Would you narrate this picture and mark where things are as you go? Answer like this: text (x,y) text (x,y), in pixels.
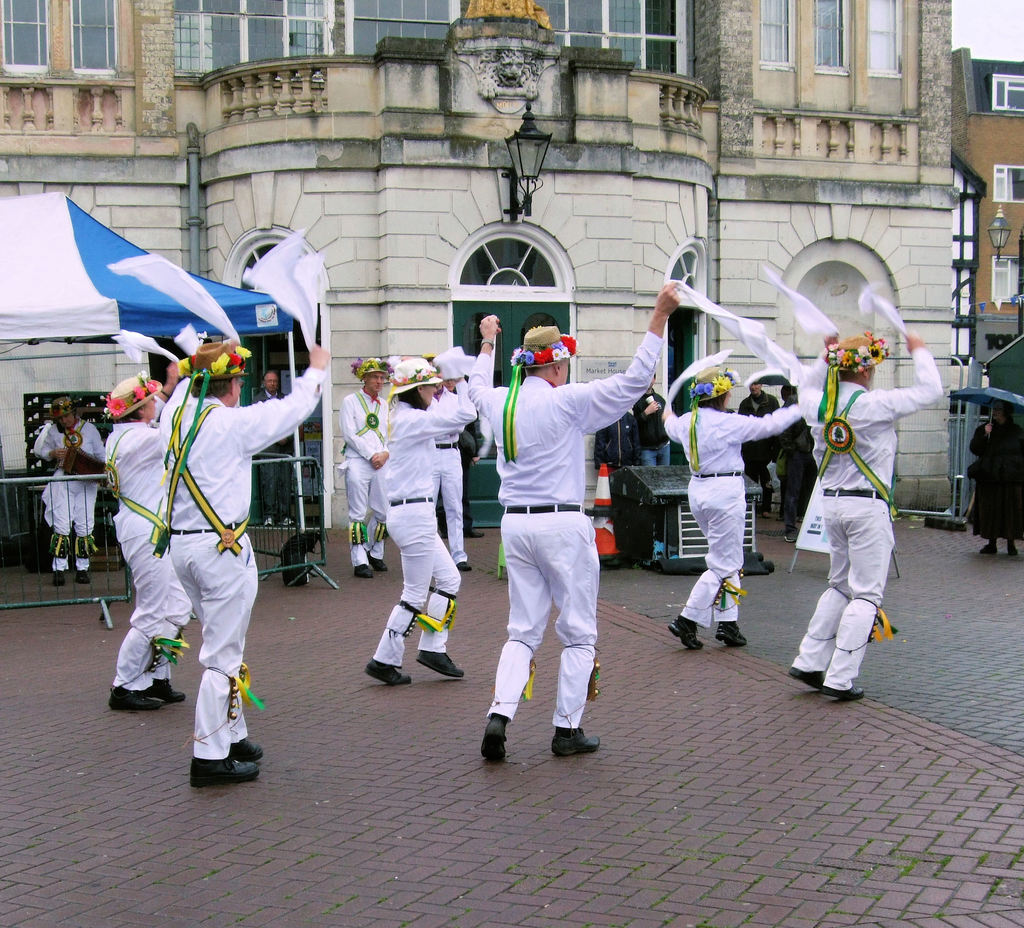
In the middle of the image (489,347) few people (368,363) are walking and holding some clothes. Behind them few people (1010,519) are standing and watching and few people (1006,419) are holding some umbrellas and there is a tent (274,315). Behind the tent (48,217) there is a building (334,271), on the building (457,159) there is a light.
